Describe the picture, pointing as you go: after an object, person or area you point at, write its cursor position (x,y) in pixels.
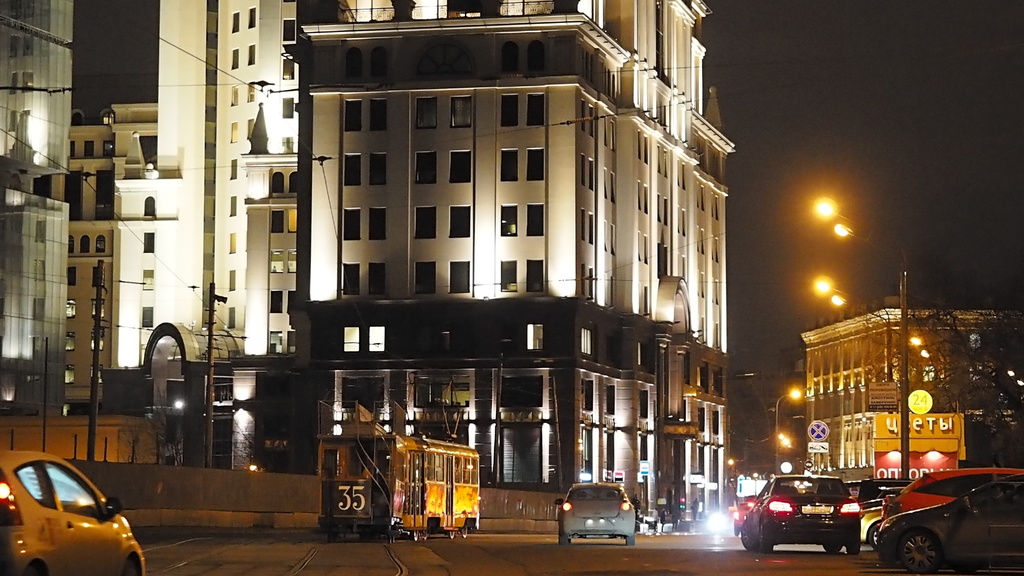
In this picture I can see there are few cars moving on the road (342,543) and there is a train (369,528), moving on the track (356,555). There are few buildings (294,263) in the backdrop (359,189), it has few windows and there are poles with lights (831,208) and there is a tree (979,387) at the right side (999,366), the sky (876,79) is clear and dark.
